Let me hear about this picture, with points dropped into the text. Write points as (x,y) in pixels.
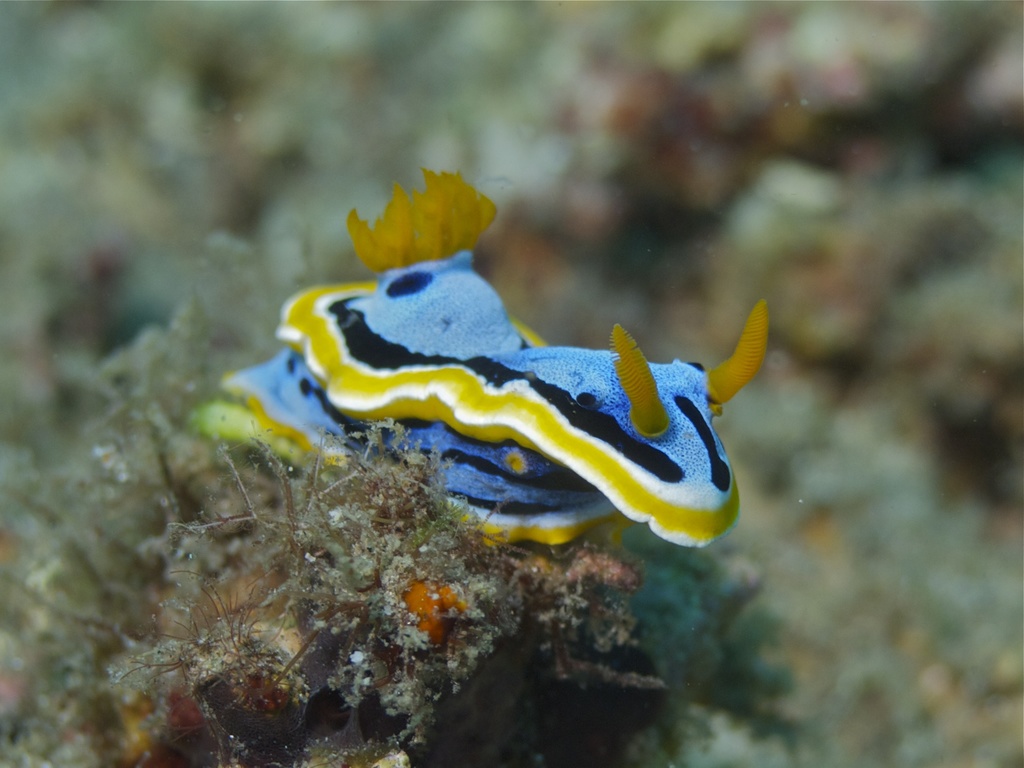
In this image we can see sea animals (672,365) and a plant (438,649). There is a blur background (73,100).
